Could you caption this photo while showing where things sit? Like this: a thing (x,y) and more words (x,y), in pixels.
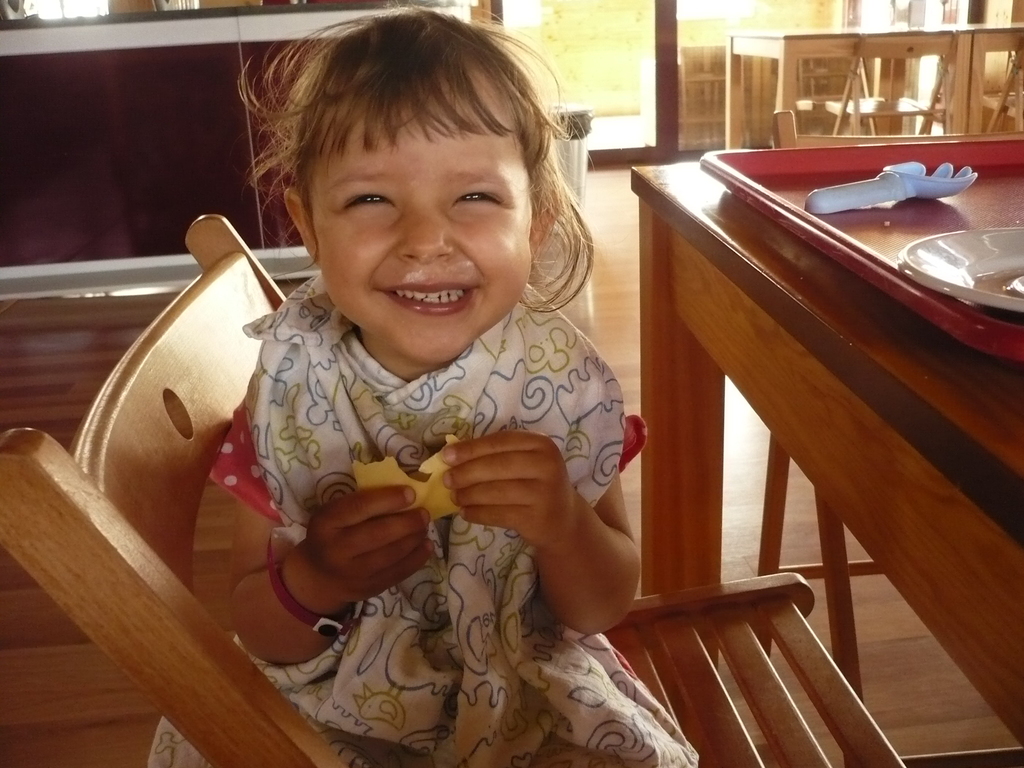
In this image I can see a girl (553,271) sitting on a chair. On this table (697,379) I can see a plate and a fork (946,193). In the background (944,60) I can see few more chairs (853,105) and tables (937,35). I can see a smile (432,302) on her face (404,300).
